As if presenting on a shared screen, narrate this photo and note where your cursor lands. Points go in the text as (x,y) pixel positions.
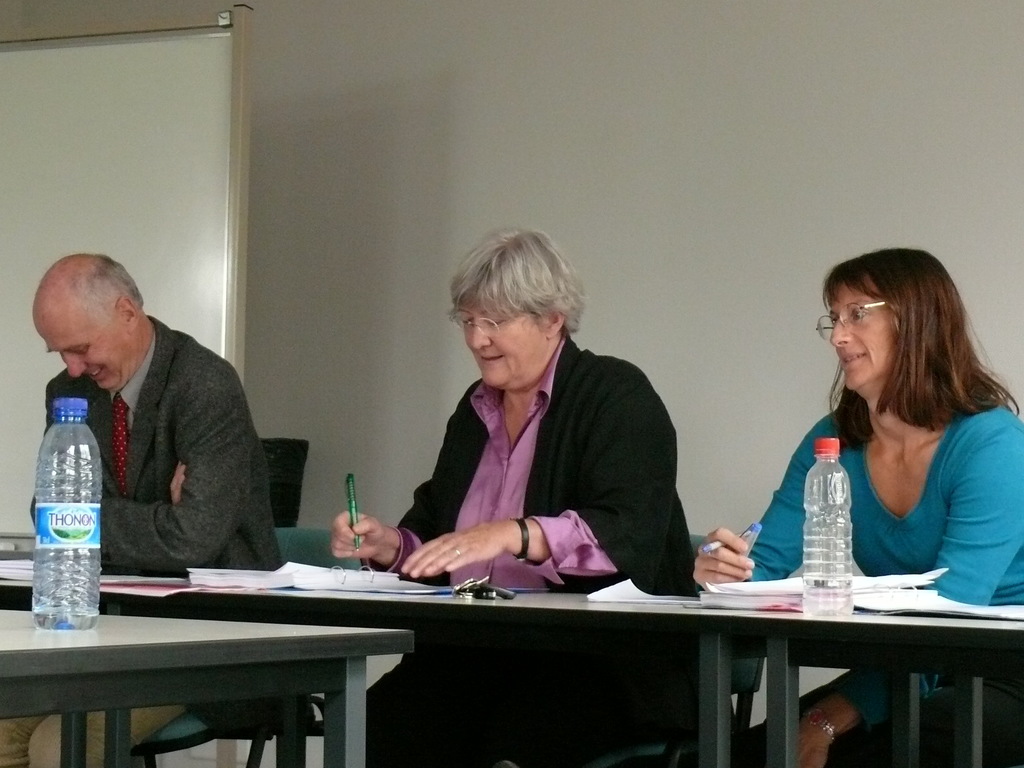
There are three members (196,424) sitting in the chair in front of a table (584,628) on which some papers (615,593), Water bottles (847,529) were placed. There were two women (579,466) in the three members (578,432). In the background (559,143), there is a wall (497,113) and white marker board (123,136) here.
